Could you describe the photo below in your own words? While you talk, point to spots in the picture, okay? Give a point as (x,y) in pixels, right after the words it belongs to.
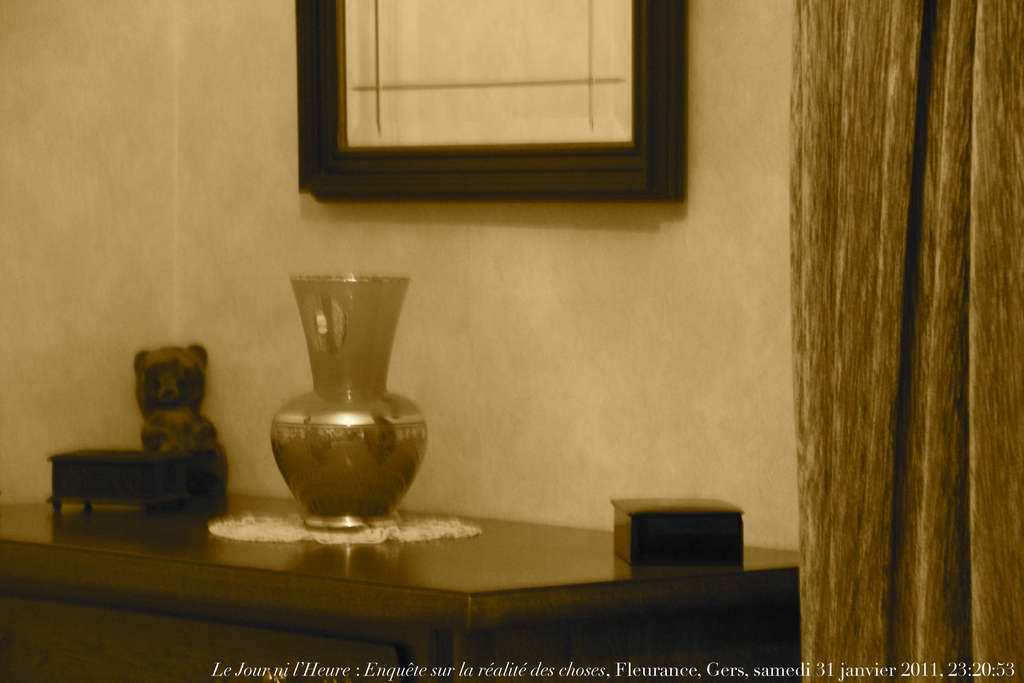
In the image we can see there is a table (560,568) on which there is a vase (378,457), a teddy bear toy (200,452) and boxes (629,542). The image is in sepia colour.
